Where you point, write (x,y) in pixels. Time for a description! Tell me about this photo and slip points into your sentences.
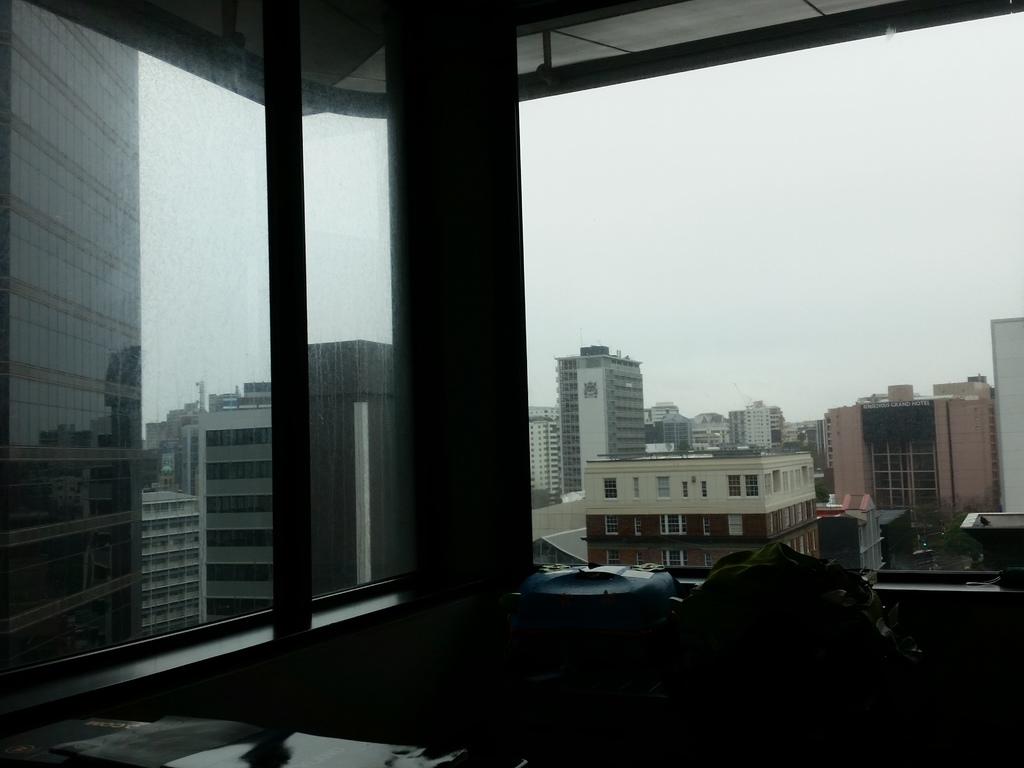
In this picture i can see glasses (208,174) to the window (547,74), from the glass (202,203), i can see buildings (666,428) and it might be a plant (841,642) and a cloudy Sky (599,198).
